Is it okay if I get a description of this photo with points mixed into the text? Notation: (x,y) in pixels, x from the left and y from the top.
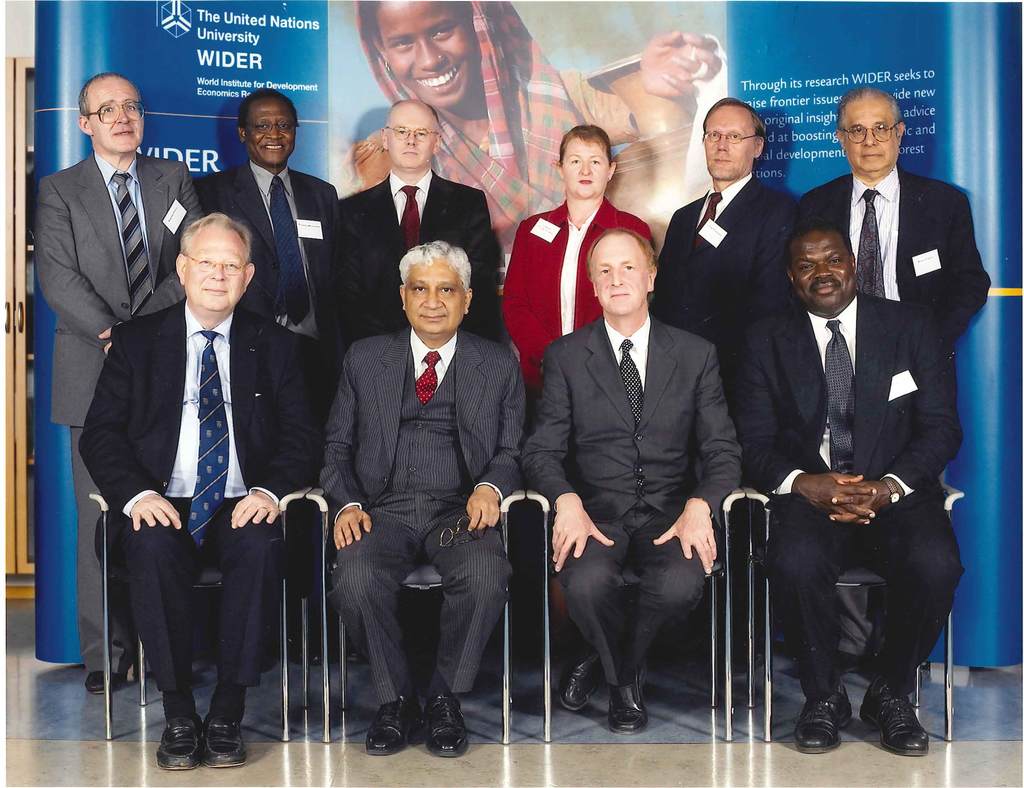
This image consists of many persons (466,250) all are wearing suits (42,208). There are four persons (364,424) sitting in the chairs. At the bottom (372,762), there is a floor (419,760). In the background (265,32), there is a banner (576,35). To the left (10,306), there is a cupboard (18,485).
